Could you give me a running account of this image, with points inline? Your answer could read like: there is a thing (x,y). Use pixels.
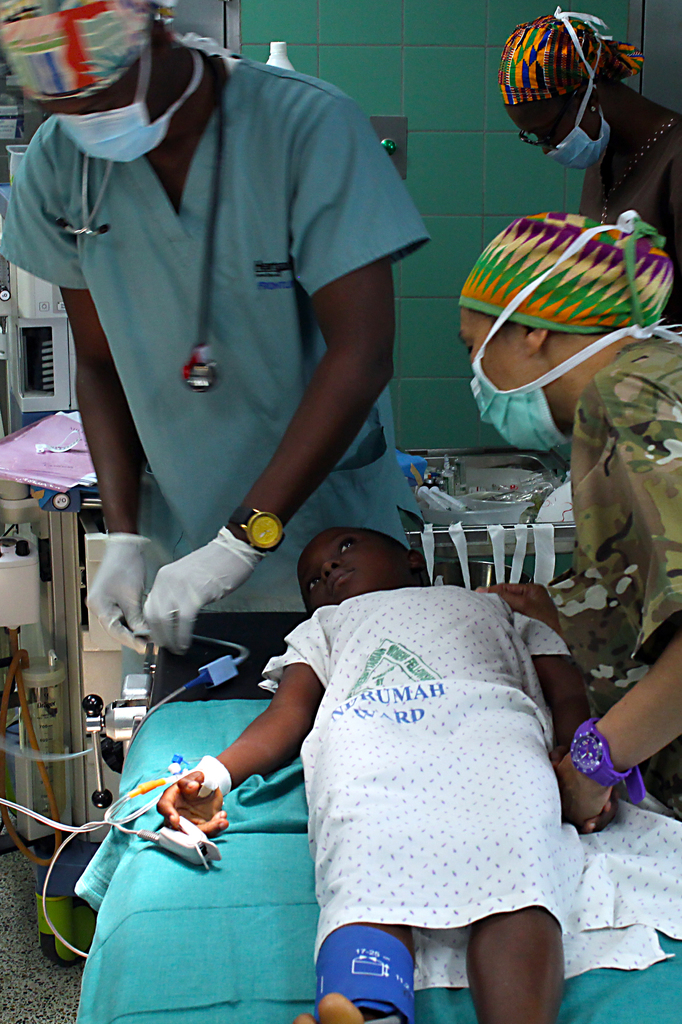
In this picture we can see three people (171,462) wore face masks (559,152) and in front of them we can see a child (359,836) lying on a bed (236,677) and in the background (449,167) we can see the wall (428,118), tray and some objects (455,539).
